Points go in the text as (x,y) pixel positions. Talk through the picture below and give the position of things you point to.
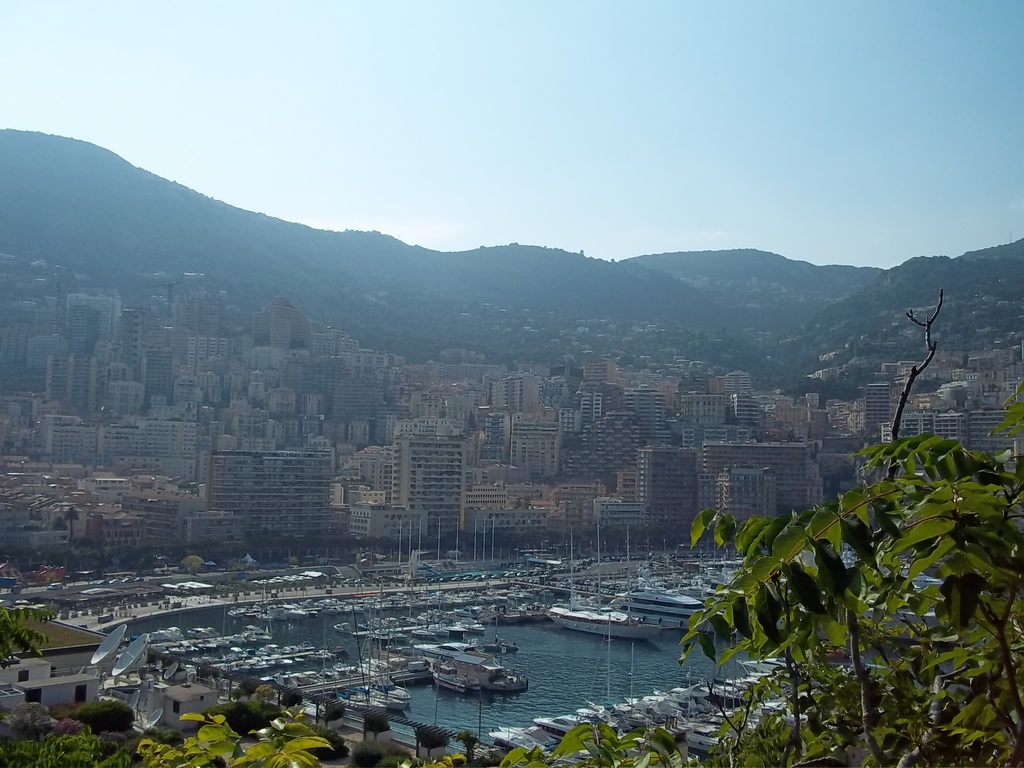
In this image I can see few boats (193,644) on the water (626,675), they are in white color. Background (58,447) I can see few buildings (773,433), trees (855,316) in green color, mountains (425,266) and the sky (549,118) is in white color.
